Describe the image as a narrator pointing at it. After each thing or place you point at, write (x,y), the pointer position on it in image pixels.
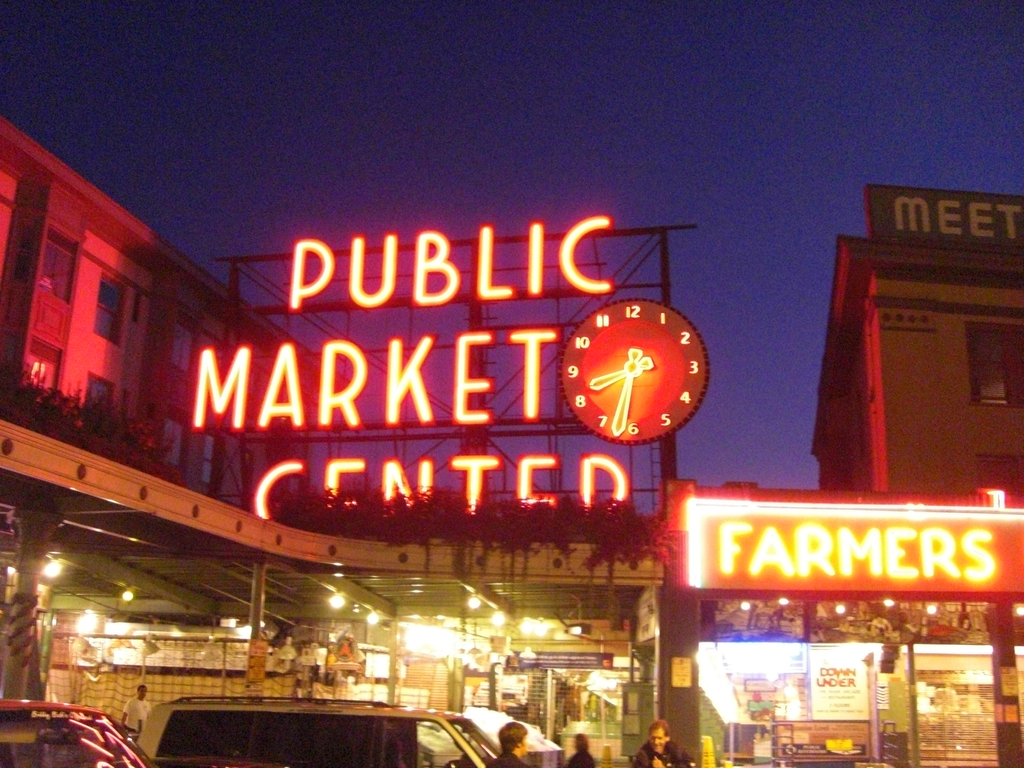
In this image we can see buildings (623,581), shops (310,643), there are boards (504,293) with some text (587,500) on it, there is a stand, there are a few people (519,749), vehicles (46,721), lights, also we can see the sky (609,103).
